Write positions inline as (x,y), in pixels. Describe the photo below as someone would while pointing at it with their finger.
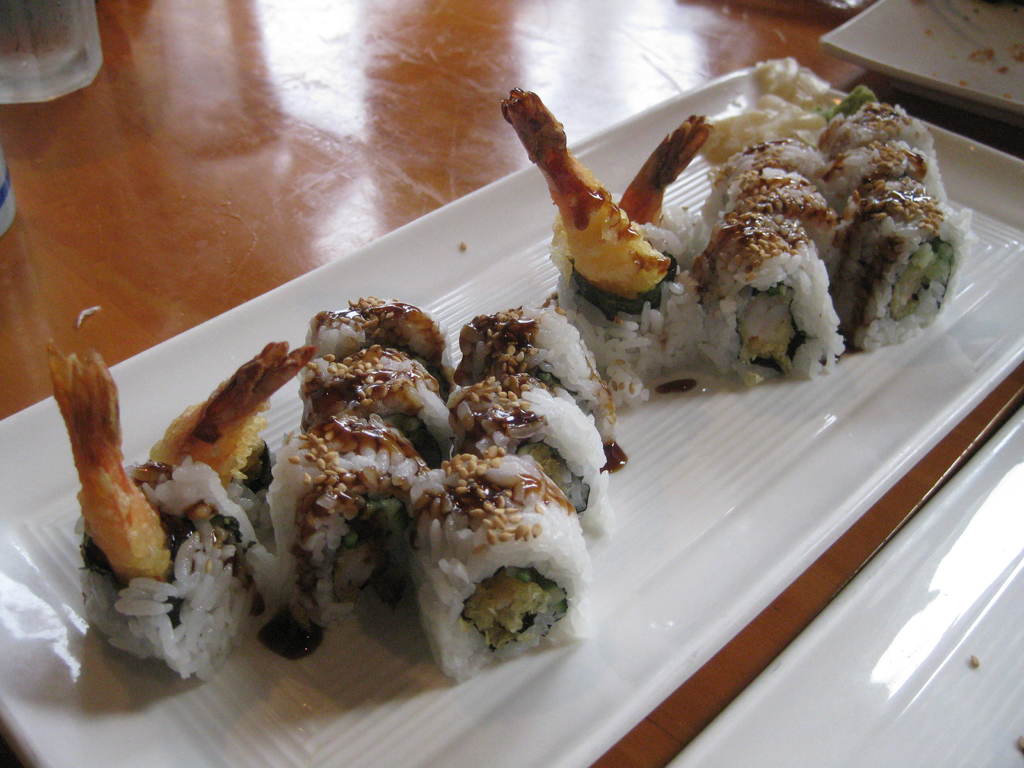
In this image I can see the plate (742,426) with food (599,449). The plate (702,479) is in white color and the food (429,523) is in white and brown color. To the side I can see few more plates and glasses (29,57). These are on the brown color table (249,200).
